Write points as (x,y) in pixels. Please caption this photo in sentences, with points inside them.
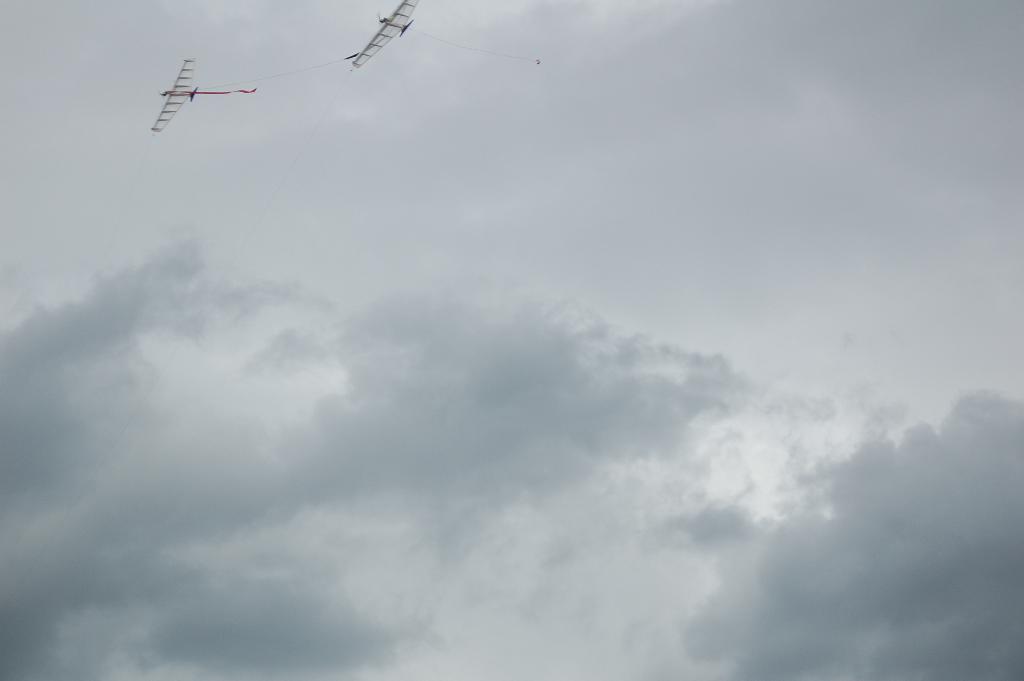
In this picture, they are looking like kites (177,82) and the kites (202,94) flying in the sky (287,290).
